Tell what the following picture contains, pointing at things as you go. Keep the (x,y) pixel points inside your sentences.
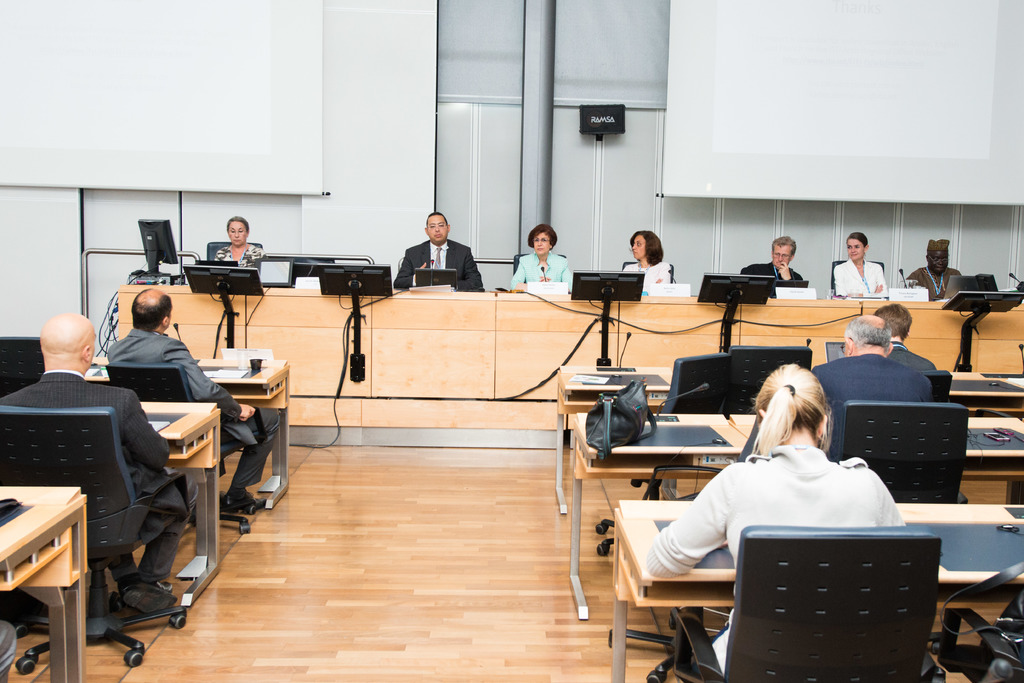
Here we can see few persons (550,239) sitting on chairs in front of a table (956,328) and on the table (390,306) we can see mics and laptops (782,283). This is a floor (395,561). Here we can see few persons (770,458) sitting on chairs (874,443) in front of a table (671,436) and on the table (583,442) we can see bags (607,423) and glasses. On the background (937,172) we can see white colour boards (234,125).
